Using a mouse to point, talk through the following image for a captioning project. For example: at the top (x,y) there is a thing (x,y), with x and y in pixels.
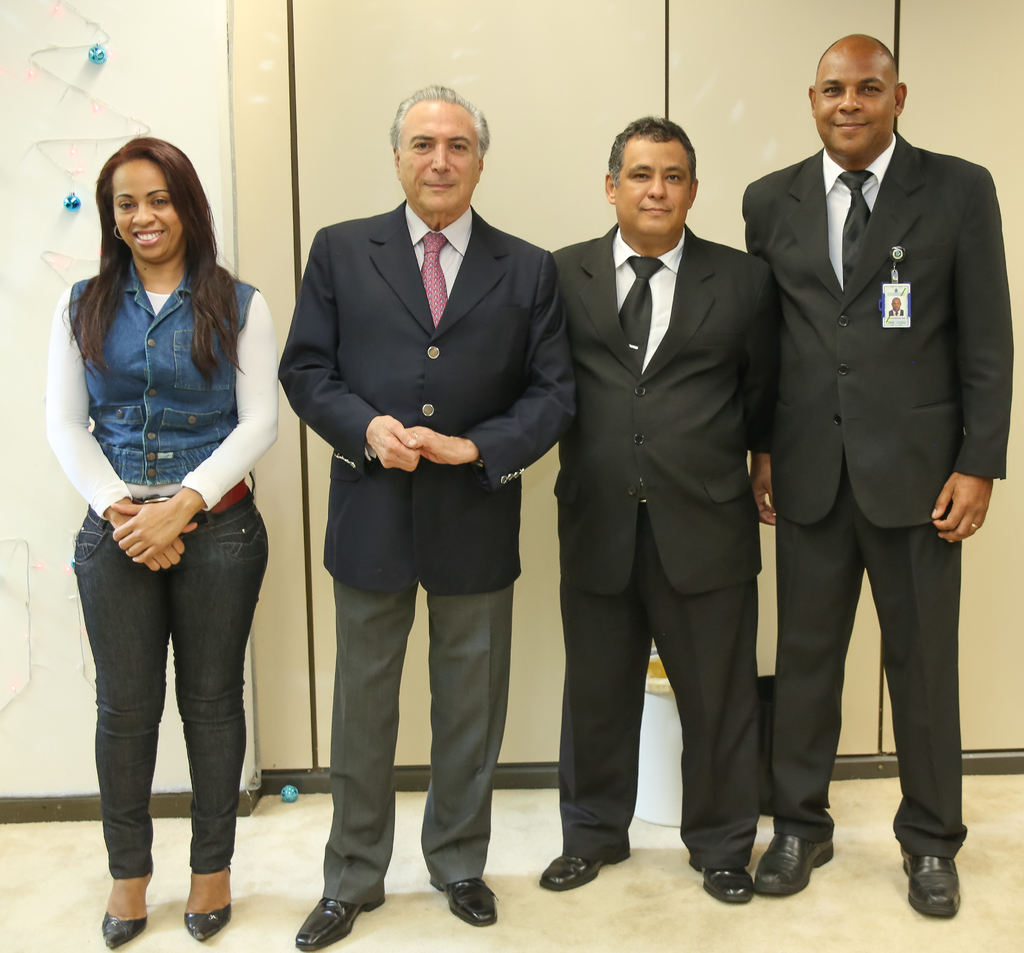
In this image in the center (387,562) there are some people (411,552) who are standing, and in the background (773,633) there is a wall (383,191) and some objects (650,722). At the bottom (538,907) there is a floor (587,923).
